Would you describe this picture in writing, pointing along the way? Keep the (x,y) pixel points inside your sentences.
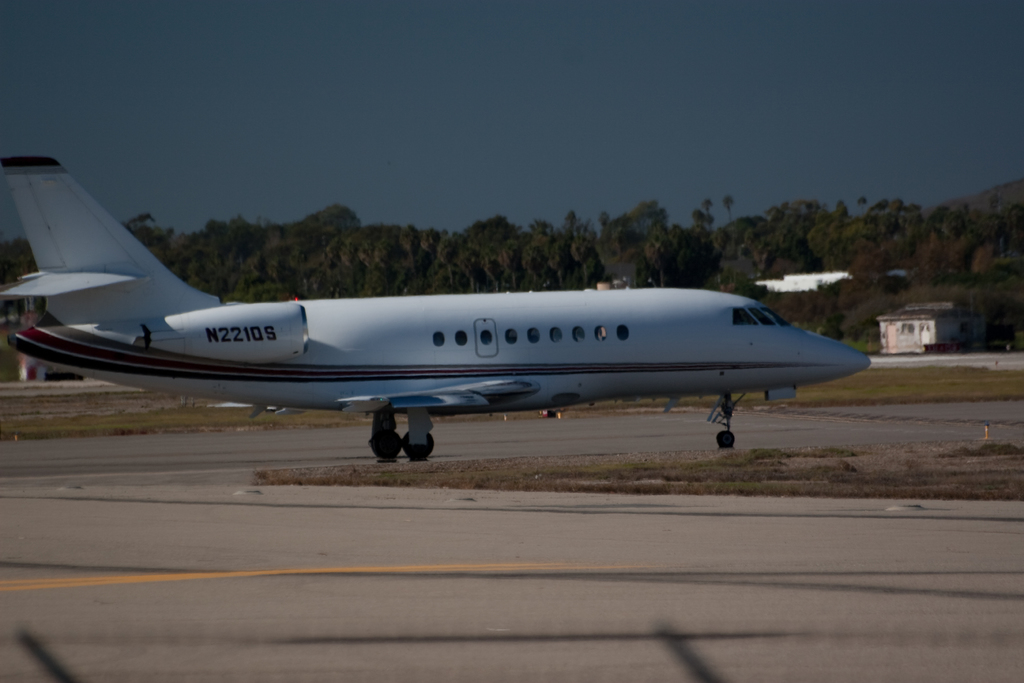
A white aeroplane (519,384) is present on the runway (866,429). There are trees (850,317) at the back (829,286).
